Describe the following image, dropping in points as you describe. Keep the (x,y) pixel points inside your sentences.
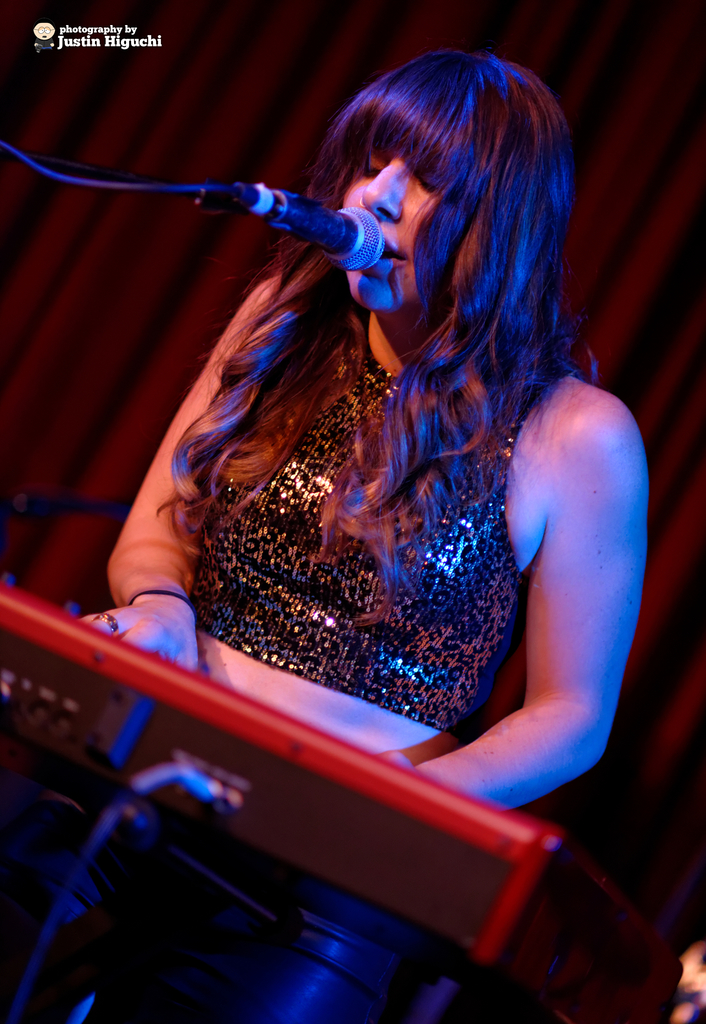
In this image there is a woman (343,527) playing keyboard (222,730), in front of her there is a mic (313,223), in the background (680,331) there is a curtain (258,79).
